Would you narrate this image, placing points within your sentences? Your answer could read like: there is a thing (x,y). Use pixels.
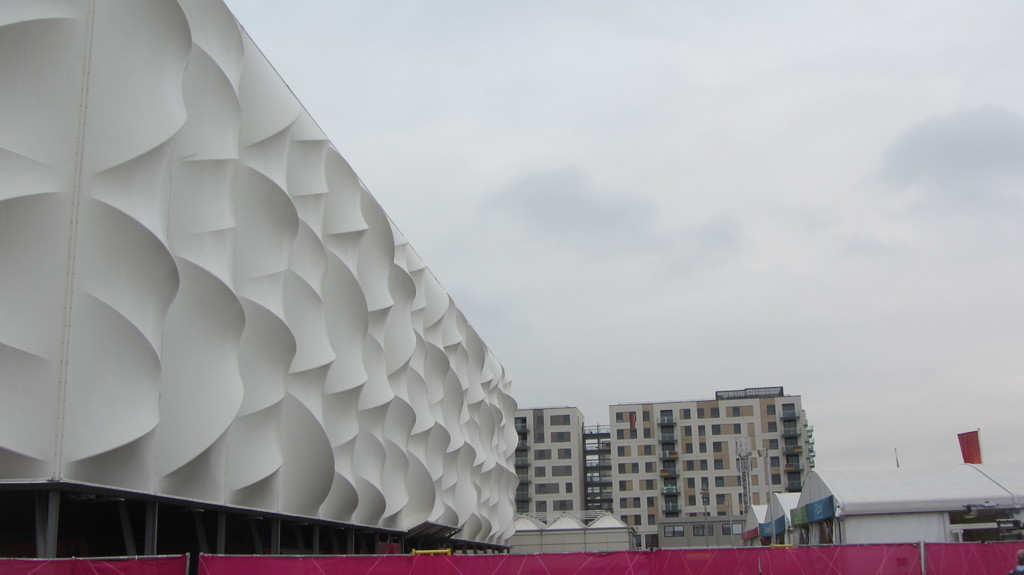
In this image we can see a group of buildings (656,523) and a flag (973,452). In the background (881,456), we can see the cloudy sky (817,310).
